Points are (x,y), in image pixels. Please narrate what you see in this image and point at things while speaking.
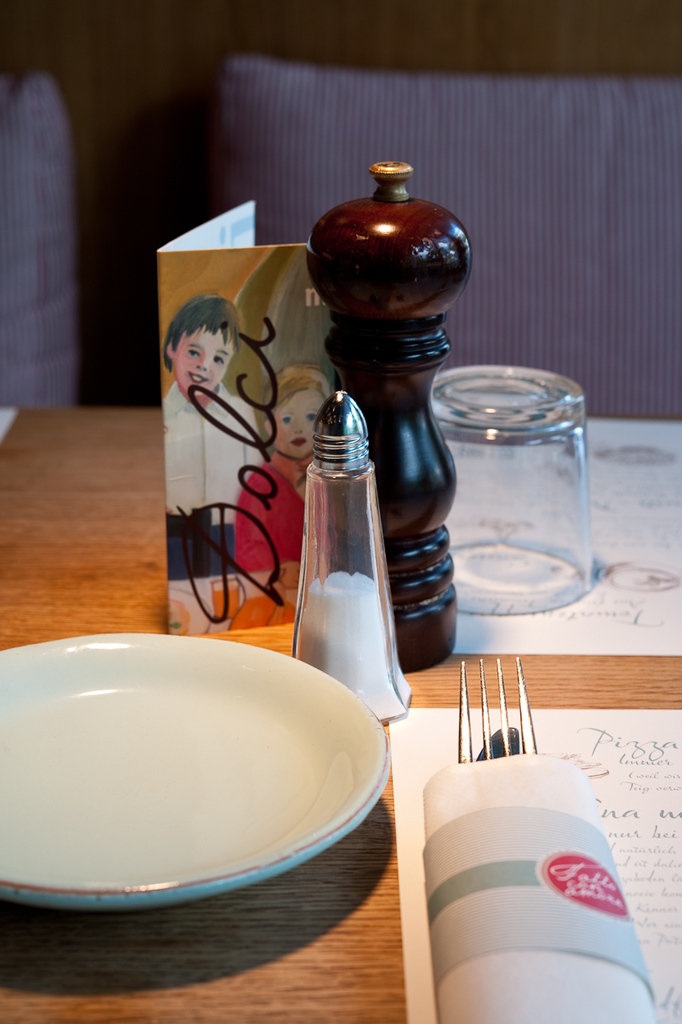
On the table (137,542) this is glass (550,514), fork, plate (352,794), cloth (560,982), salt (354,621).
